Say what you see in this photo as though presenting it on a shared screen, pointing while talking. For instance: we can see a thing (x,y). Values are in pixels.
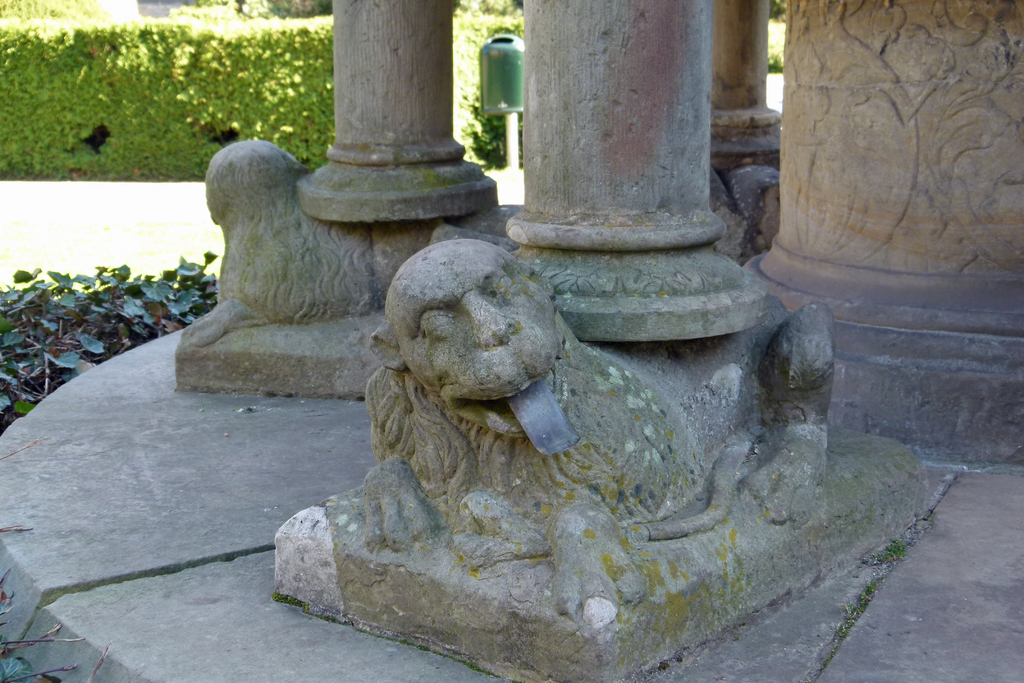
In this image there are poles (583,256) and depiction of lions (581,425). In the background (103,358) there are trees (219,82) and leaves (130,343) on the path (157,359).
